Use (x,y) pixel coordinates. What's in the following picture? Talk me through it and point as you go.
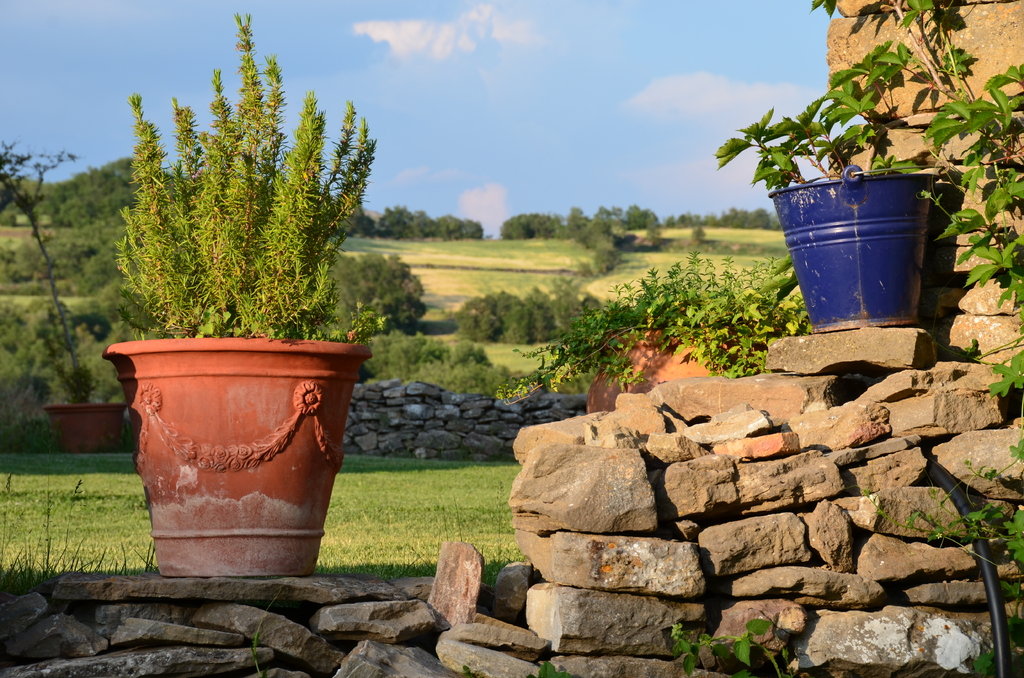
In the foreground of this image (618,643), there are stones (712,566) on which few potted plants (642,358) are on it. On the right side (1002,667), there are plants (1012,533) and a black pipe (950,479). In the background (429,421), there is a tiny stone wall (440,439), a potted plant (73,406), trees (434,345), land (499,258), sky (511,127) and the cloud (485,35).
